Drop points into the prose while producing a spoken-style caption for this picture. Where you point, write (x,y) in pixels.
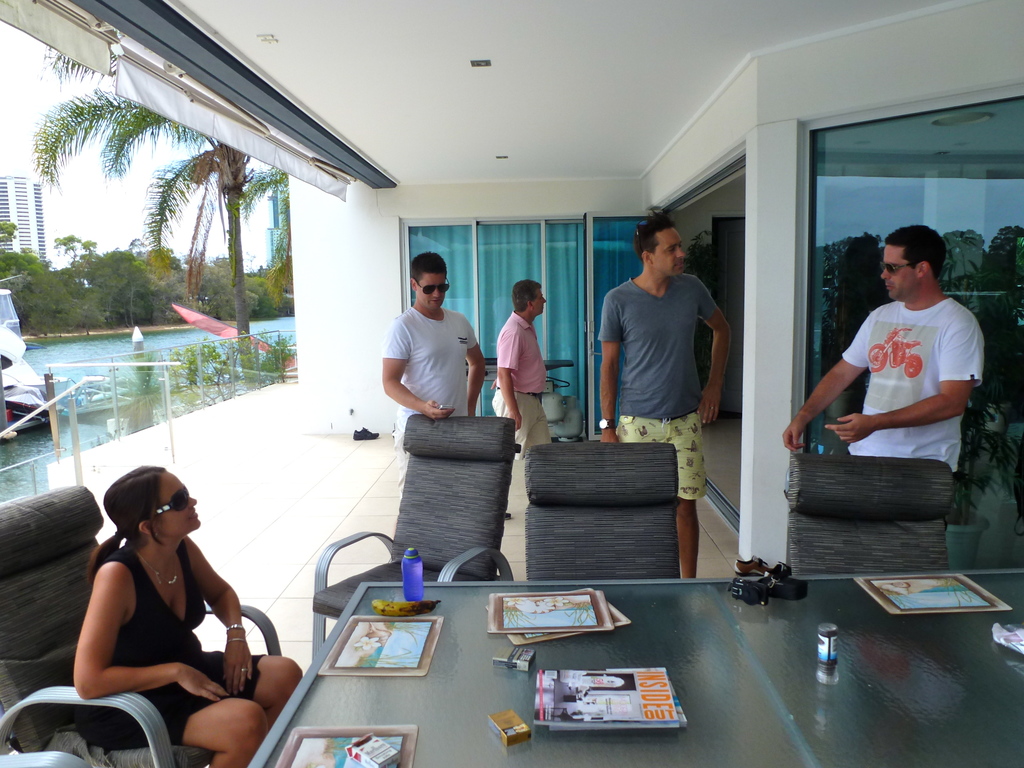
This is a picture taken in a room (310,324), there are four persons (666,336) standing on the floor (302,465). The woman (168,655) in black dress (164,639) was sitting on a chair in front of the people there is a table (749,709) on the table (749,709) there are cigarette packets (506,717), books (626,690), tin (824,641), camera (760,581), banana (388,614) and some items (424,641). Behind the people (718,365) there are glass windows (849,225), water (88,349) on water (38,350) there is a boat (33,380), trees (16,276), building (43,212) and sky (80,186). On top there is a ceiling lights (475,62).
